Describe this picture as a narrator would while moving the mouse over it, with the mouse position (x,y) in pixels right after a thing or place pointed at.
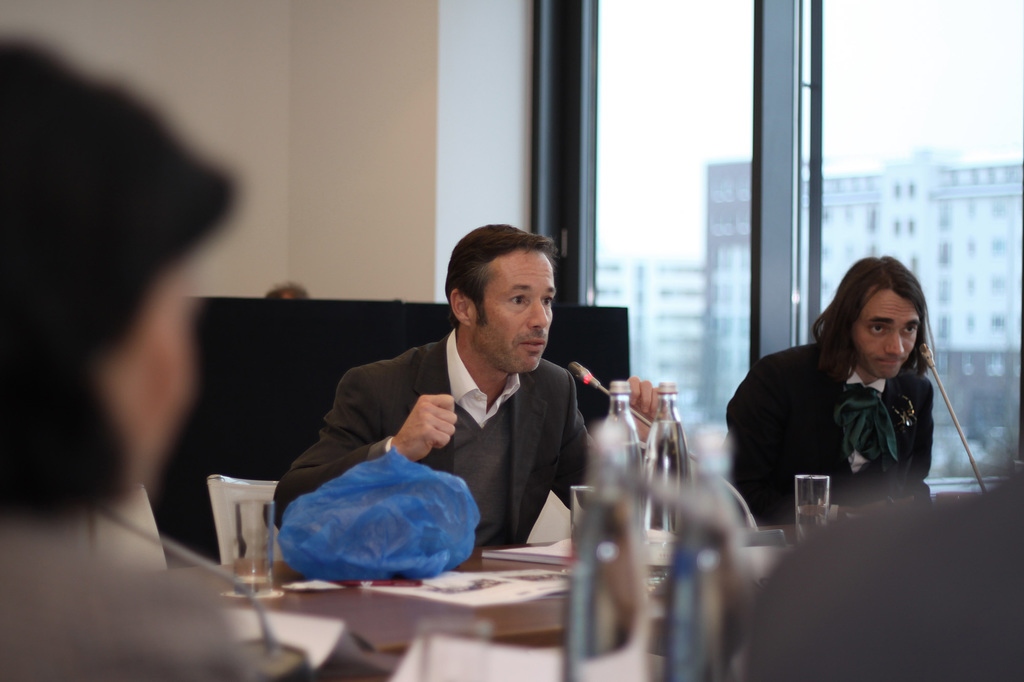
In this picture some people (489,463) are sitting on the chair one person (556,386) is speaking and rest of them are looking towards the opposite in front of them there is a table (393,594) on the table (377,594) we have paper (542,578) bottles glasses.
